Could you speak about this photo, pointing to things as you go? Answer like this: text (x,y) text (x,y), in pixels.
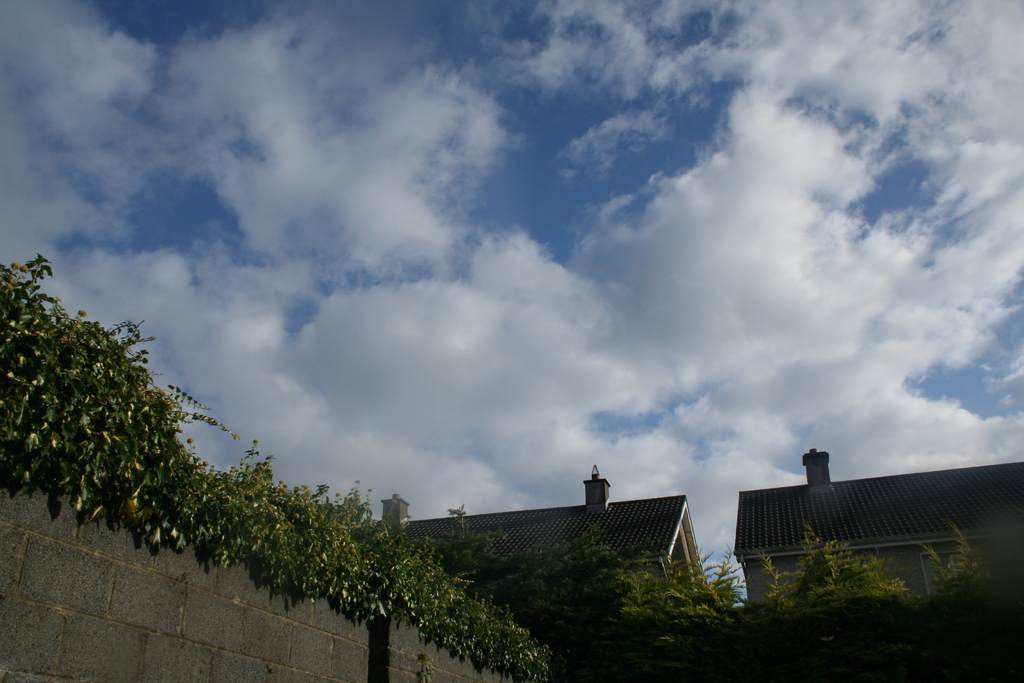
In this image I can see trees (347,560), wall (229,607), buildings (624,543), clouds (653,293) and the sky (526,188).
